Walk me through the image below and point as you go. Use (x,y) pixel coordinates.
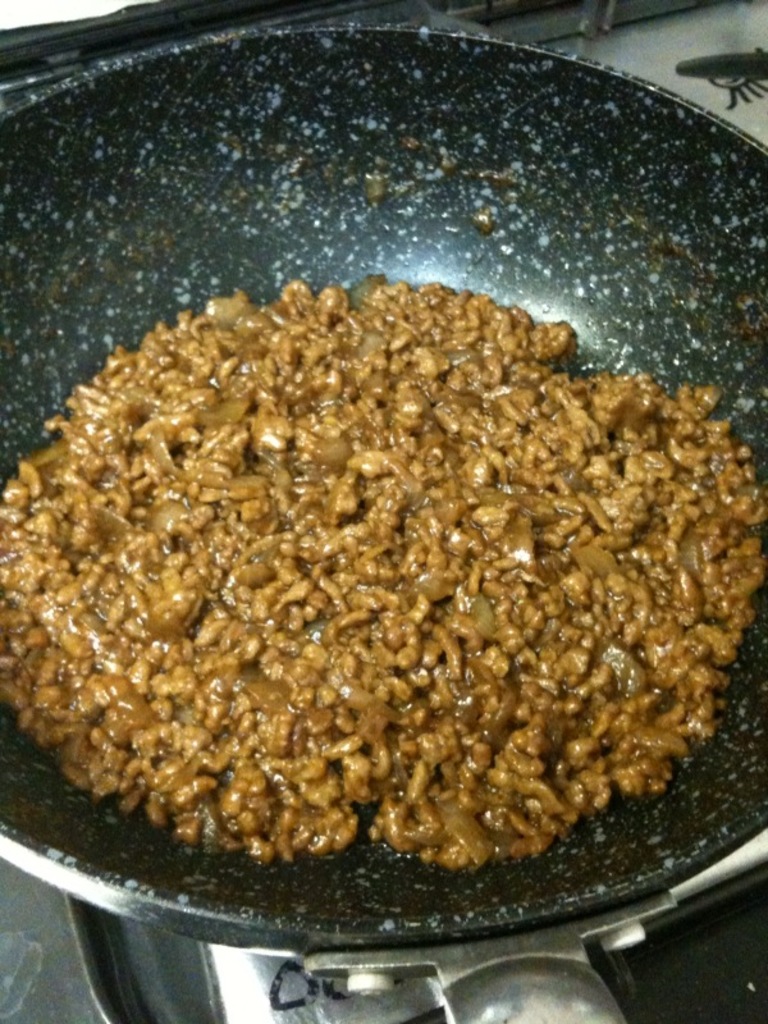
In this image in the center (491,495) there is one pan (521,881) and in the pan (575,967) there is some food (243,745), and at the bottom (343,981) there are some objects (502,964).
